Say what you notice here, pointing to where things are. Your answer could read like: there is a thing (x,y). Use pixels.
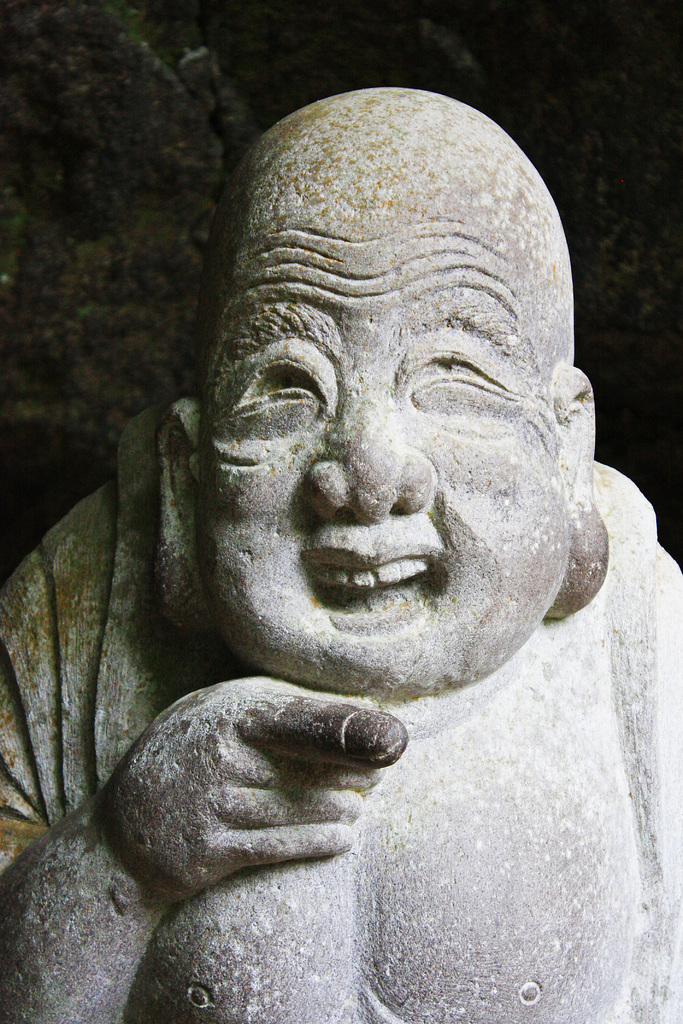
This image consists of a statue (394,752) made up of rock (268,698).
